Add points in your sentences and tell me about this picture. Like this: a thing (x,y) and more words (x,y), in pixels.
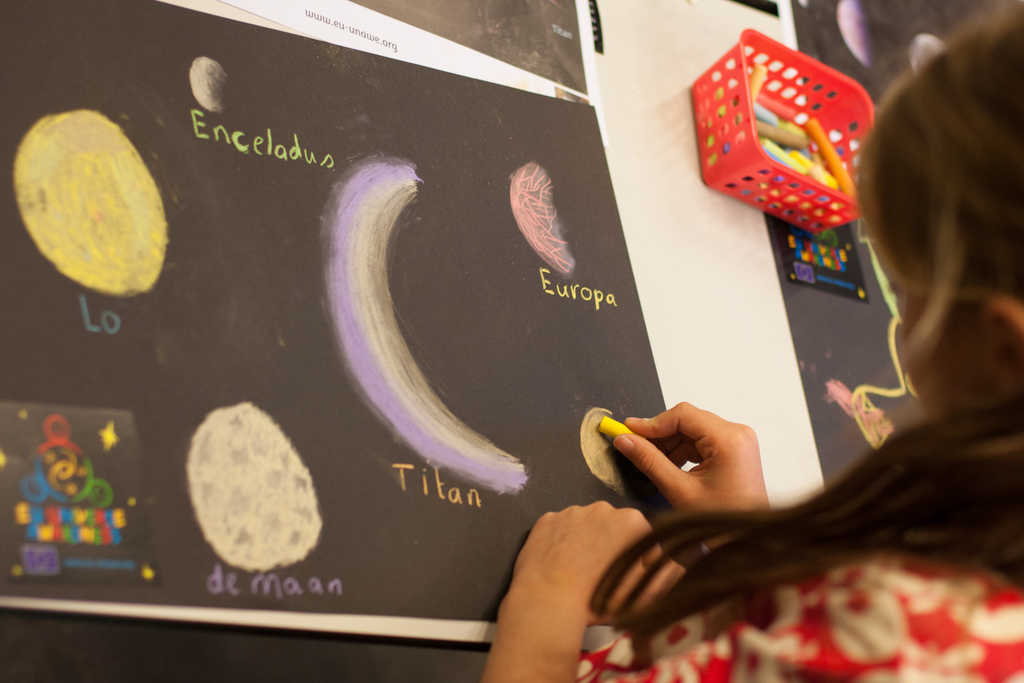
In this image we can see a chart (371,265) and on the chart (299,342), we can see few diagrams (391,309) and text (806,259). On the right side (940,352), we can see a person (835,543) holding an object (620,425). On the top right (794,220), we can see few objects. At the top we can see some text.
